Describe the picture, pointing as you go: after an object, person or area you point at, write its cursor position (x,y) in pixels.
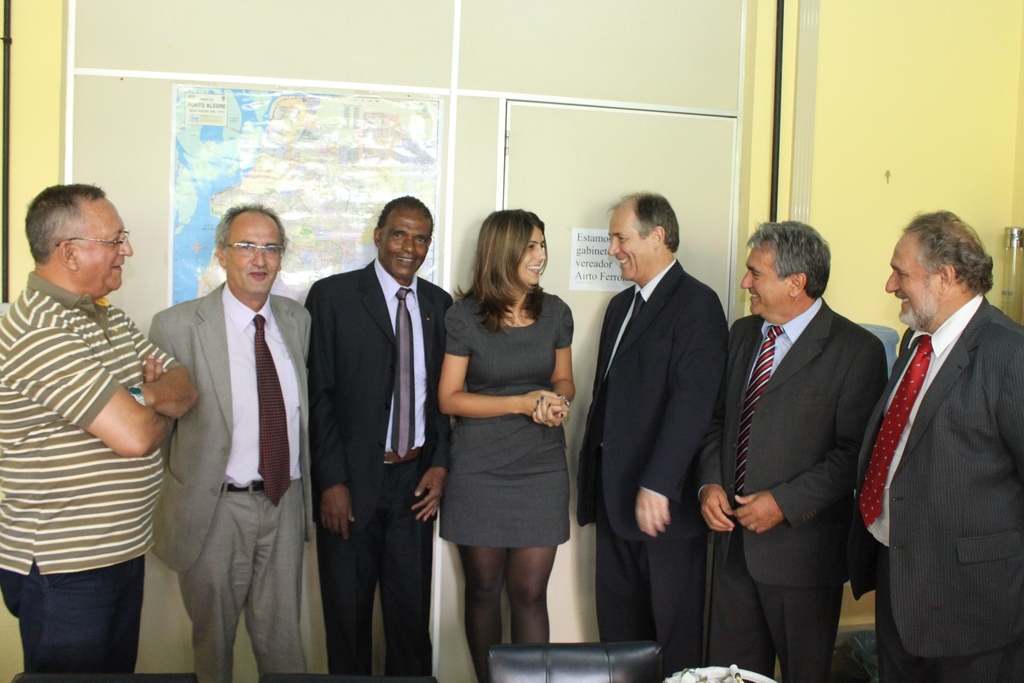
In this image I can see people (661,584) standing. There is a chair (582,656) in the bottom of the image (585,649). There is a map (248,180) attached at the back (175,184).
